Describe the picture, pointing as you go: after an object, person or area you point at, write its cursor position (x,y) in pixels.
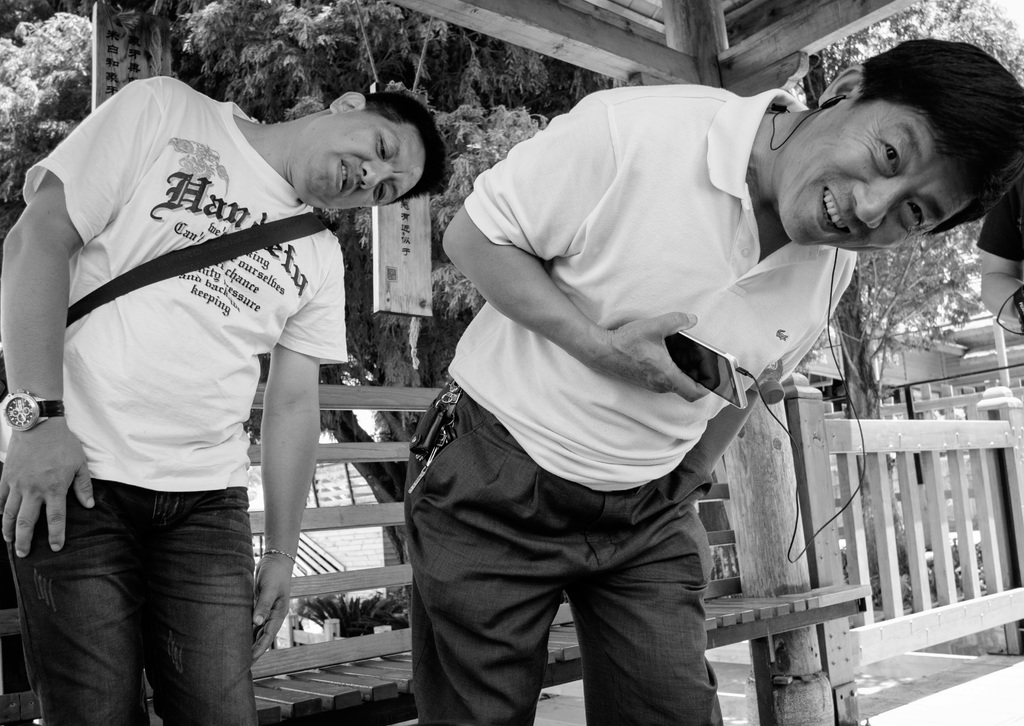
In this picture there are two men (722,262) wearing white t-shirt (600,297) and standing in a front, smiling and giving a pose into the camera. Behind there is a wooden bench (383,719) and fencing grill (885,504). In the background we can see some trees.
